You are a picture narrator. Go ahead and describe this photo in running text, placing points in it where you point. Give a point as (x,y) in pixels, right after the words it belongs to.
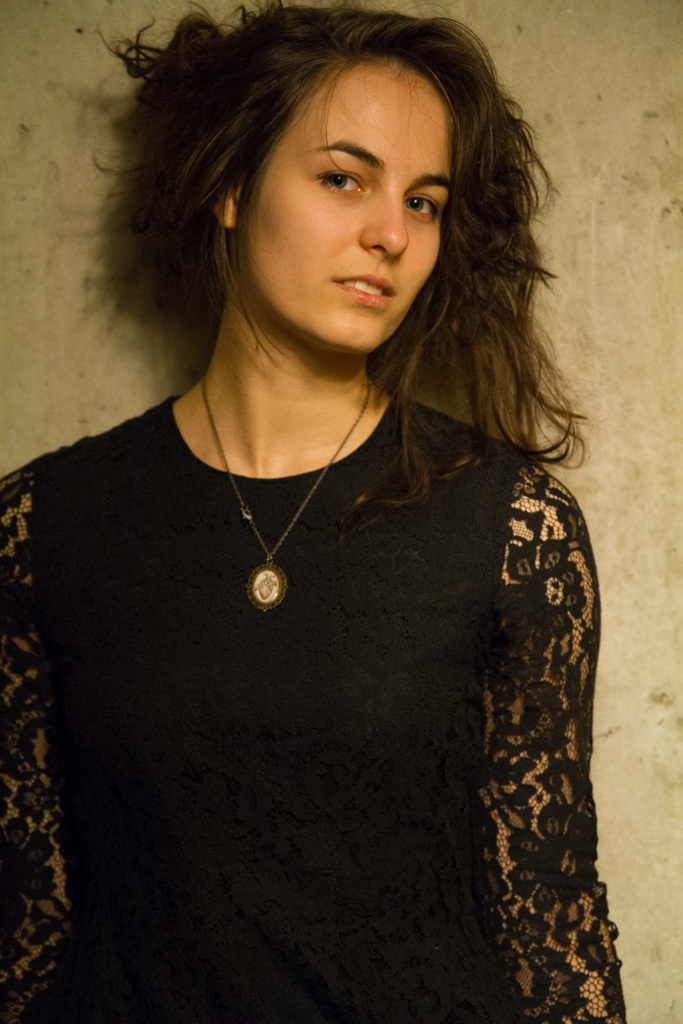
In this picture there is a person (298,180) standing, behind this person (262,344) we can see wall (143,22).
